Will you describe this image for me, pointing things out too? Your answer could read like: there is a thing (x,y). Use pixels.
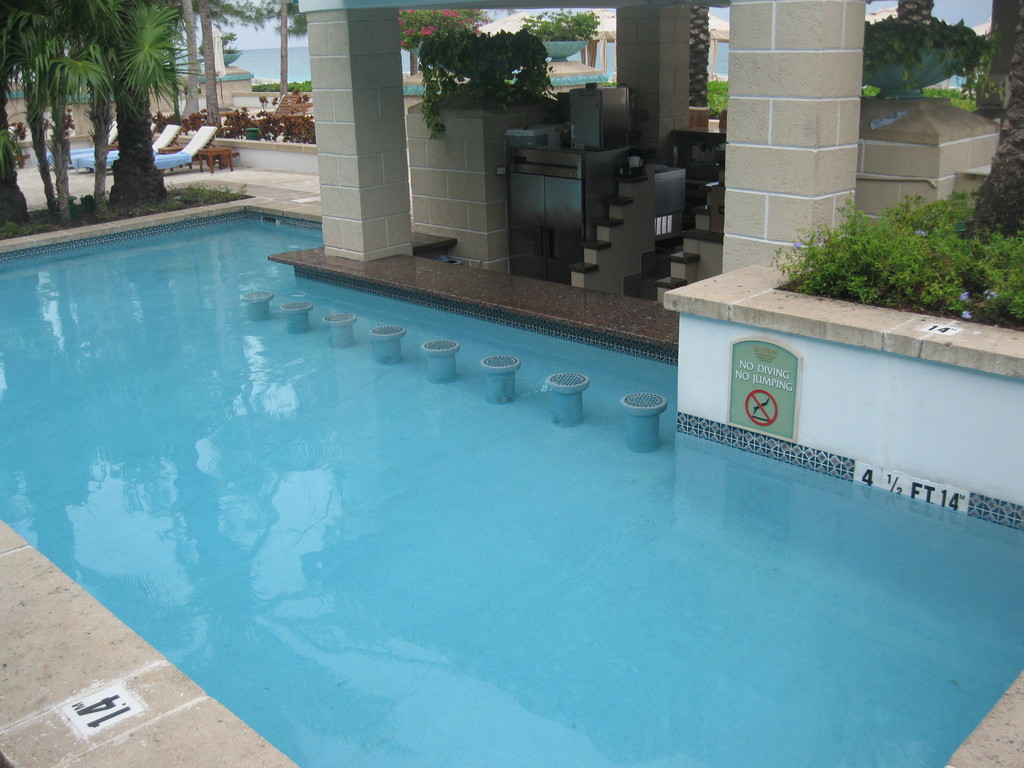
This picture is clicked outside. In the center (481,498) there is a water body (668,506) and we can see the plants (947,233). On the left (86,150) we can see the beach chairs (157,142) and some other items (225,148). In the background (165,48) there is a sky (261,34), pillars (790,103) and trees (88,93).
